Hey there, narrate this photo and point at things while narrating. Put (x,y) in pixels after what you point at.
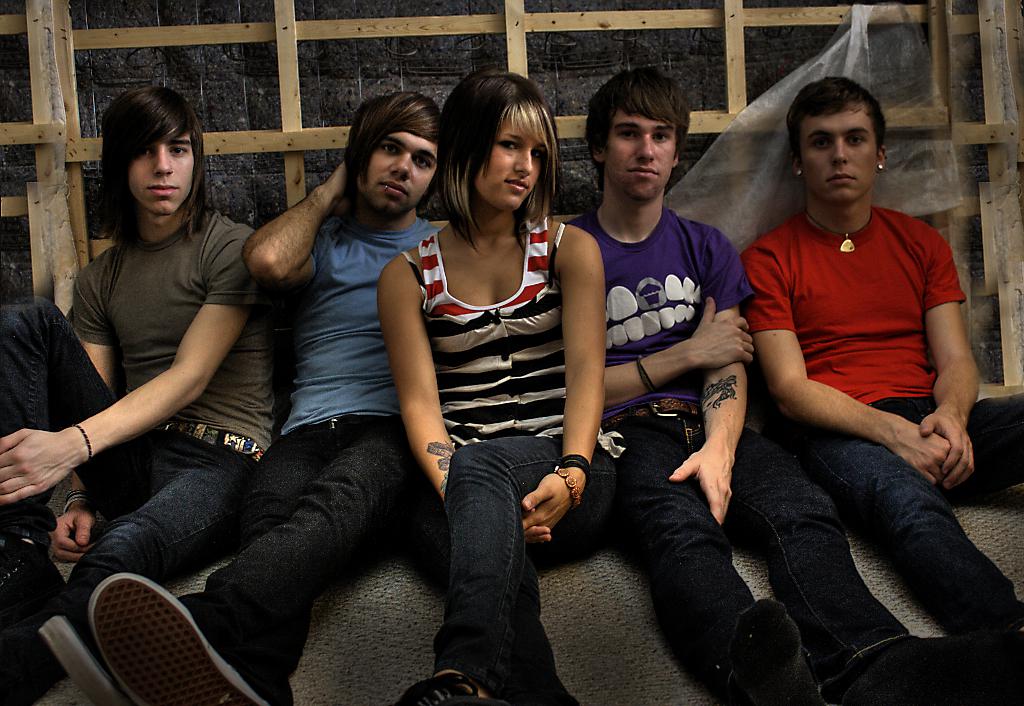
In the picture I can see a person (191,299) wearing grey T-shirt (169,281), a person (293,418) wearing blue T-shirt (369,343), a woman (485,398) wearing white and black T-shirt (537,358), a person (718,400) wearing purple color T-shirt (662,348) and a person (892,304) wearing red color T-shirt (870,329) are here. They are all sitting on the surface (373,661). In the background (415,79), we can see the wooden frame (518,18) to the wall (331,62).
